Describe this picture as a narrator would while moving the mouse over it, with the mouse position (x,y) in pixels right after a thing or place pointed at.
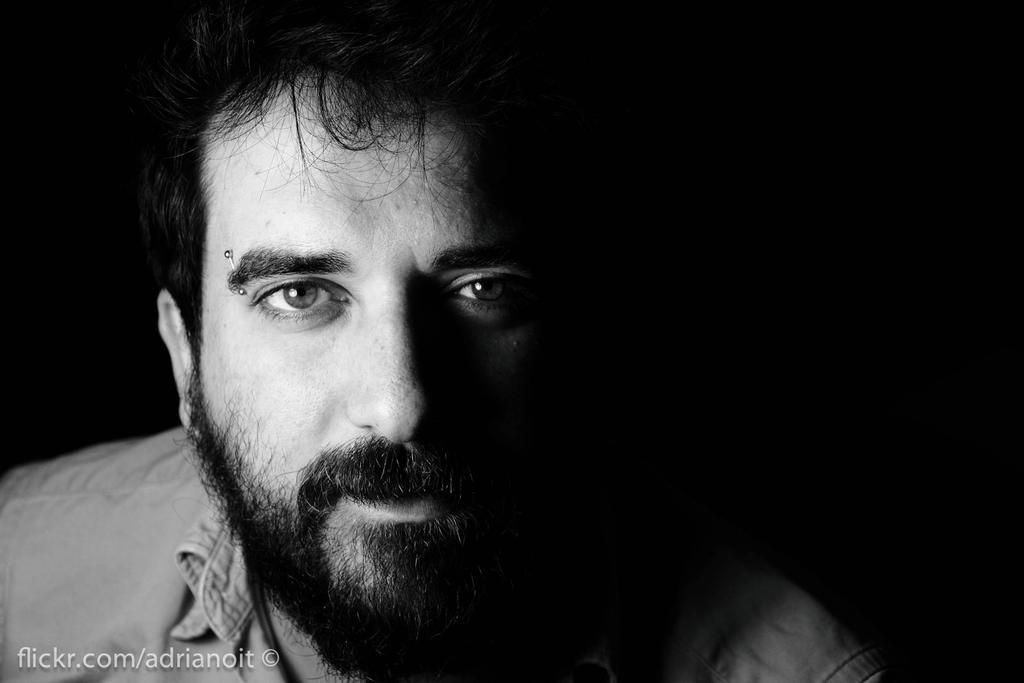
In this image we can see black and white picture of a person (302,453). At the bottom (246,653) we can see some text (133,659).
